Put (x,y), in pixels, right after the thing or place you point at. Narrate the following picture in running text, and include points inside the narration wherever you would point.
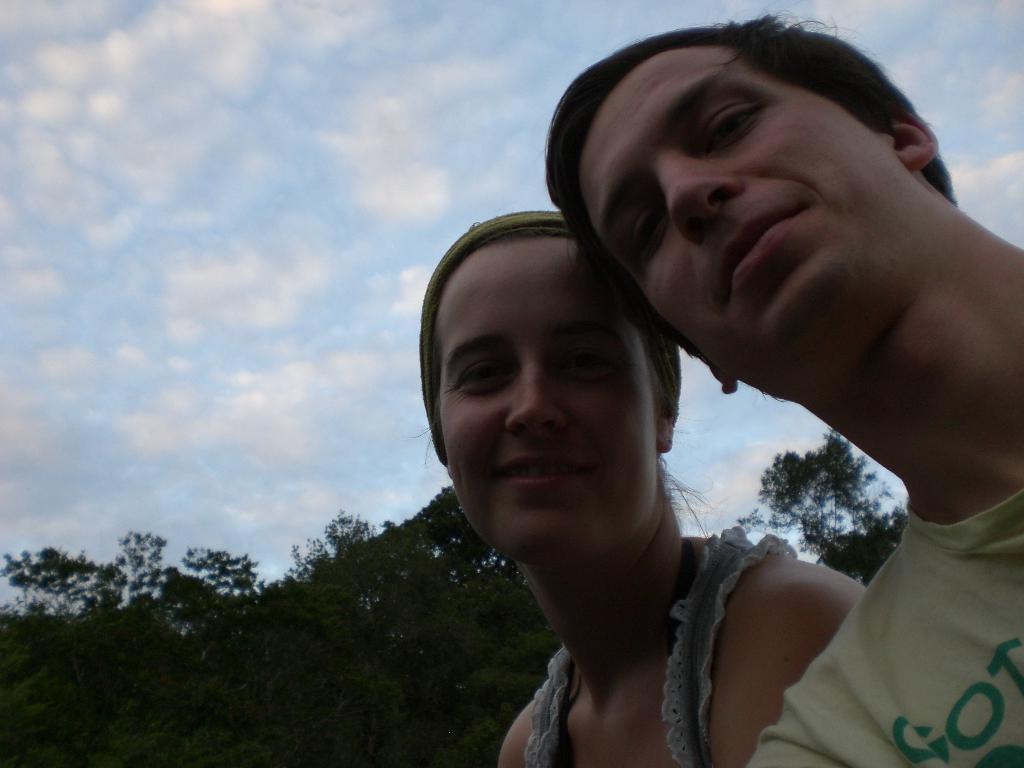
In this image there are two persons (652,428), few trees (496,577) and some clouds (418,487) in the sky (284,496).
